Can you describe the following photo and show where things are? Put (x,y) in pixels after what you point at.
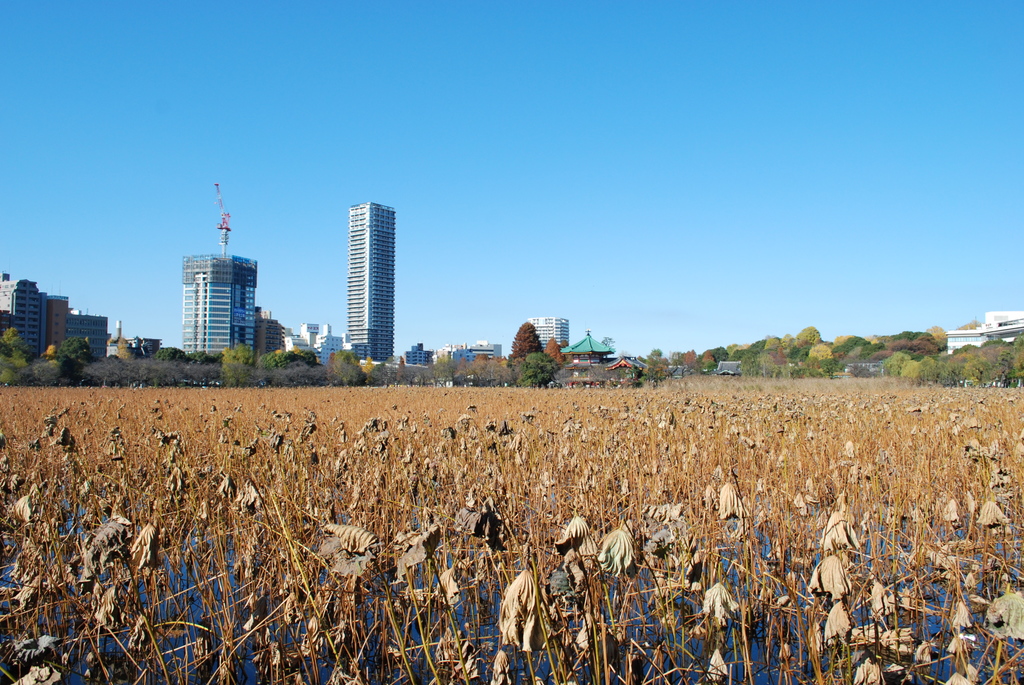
This image looks like a agricultural land (779,515) and i can see a dry leaves (880,385) after few trees (878,353) a building (366,293) another building (212,296) and a small hut (586,350) after that sky (695,98) and there is a tower (222,222).
